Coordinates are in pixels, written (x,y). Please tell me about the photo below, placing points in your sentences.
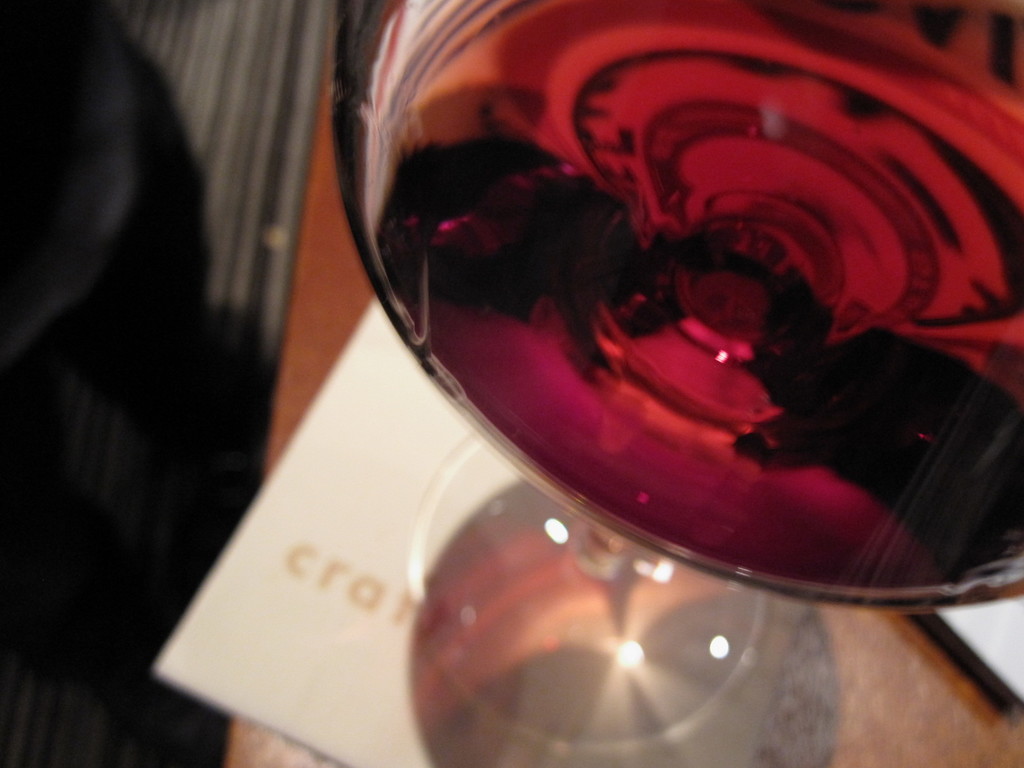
In this image there is a wine glass (560,670) on the paper (359,646) which is on the table (316,344). The glass (497,673) is filled with the drink (587,261). Left side (235,144) there is a floor (243,113).
